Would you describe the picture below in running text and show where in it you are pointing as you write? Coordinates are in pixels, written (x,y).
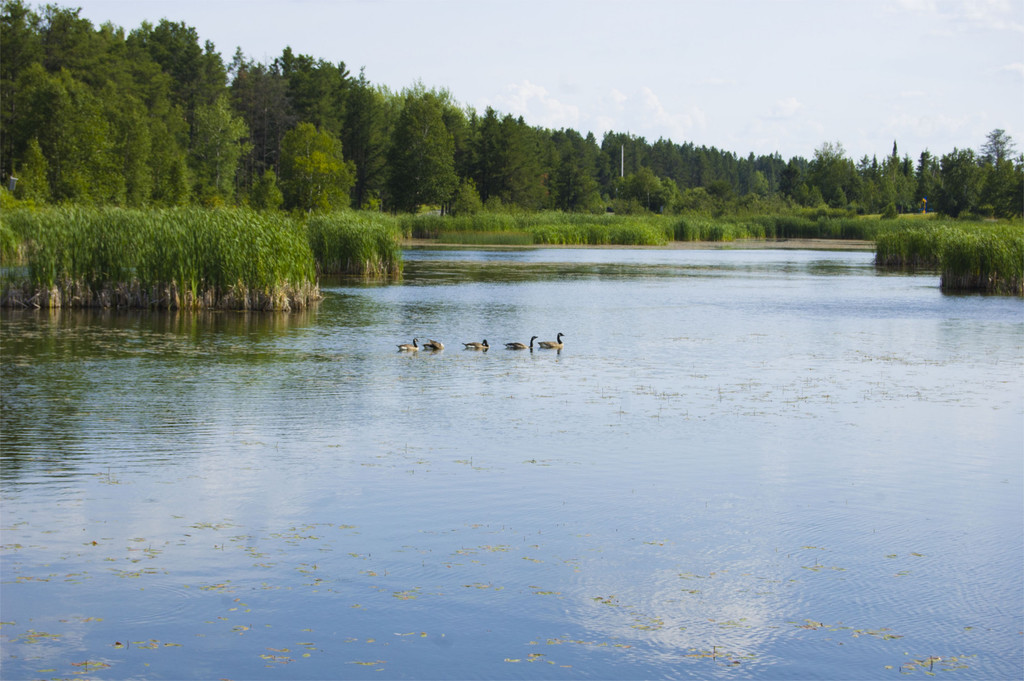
In the image we can see there are ducks (470,344) swimming in the water (409,356) and there are plants (400,239) growing in the water (707,253). Behind there are lot of trees (879,213) and there is a clear sky (763,137) on the top (656,97).
